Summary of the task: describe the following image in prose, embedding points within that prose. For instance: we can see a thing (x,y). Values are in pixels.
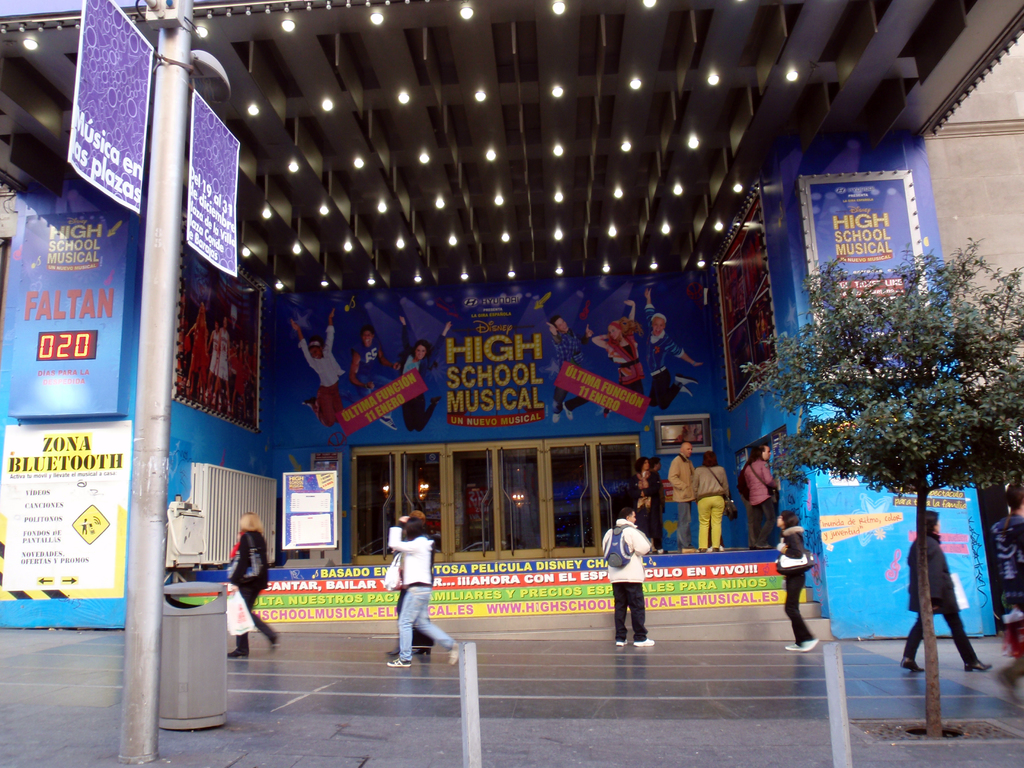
In the image we can see there are people (420,529) standing on the ground (109,651) and there is a tree (921,534). There is a dustbin (180,688) kept on the ground (332,668) and behind there is a building (662,104). There is banner (514,350) kept on the building (582,158).
